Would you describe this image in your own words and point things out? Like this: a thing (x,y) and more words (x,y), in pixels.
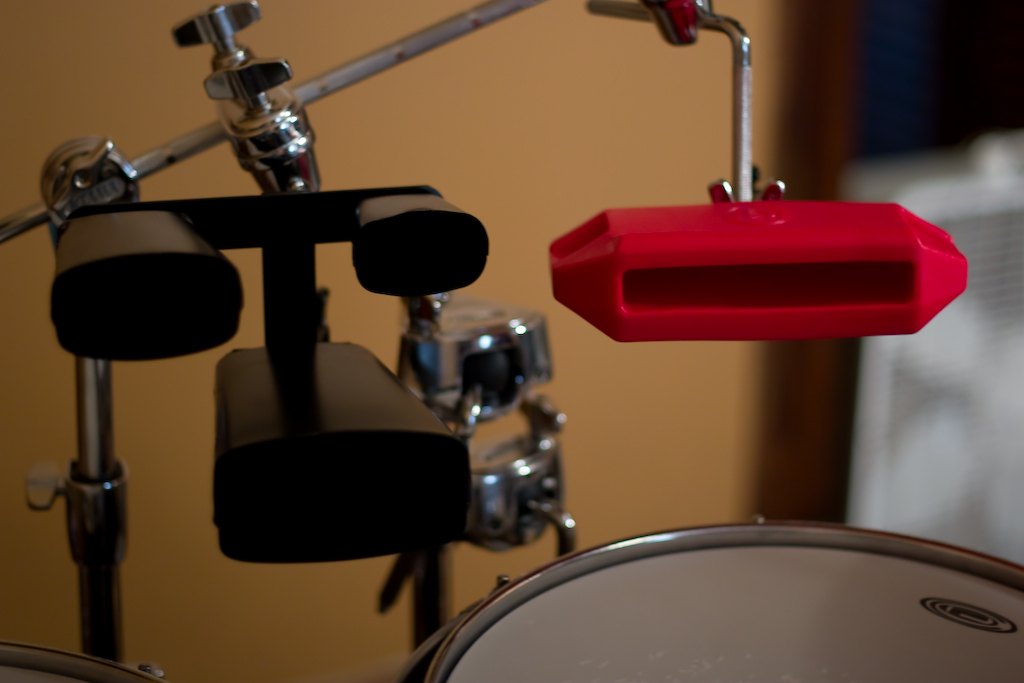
In this image I can see a drum (717,620) which is white in color, a red colored object (729,292) and few black colored objects (318,344) to the metal rods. In the background (486,80) I can see the cream colored wall (524,94) and a white colored object (941,202).
